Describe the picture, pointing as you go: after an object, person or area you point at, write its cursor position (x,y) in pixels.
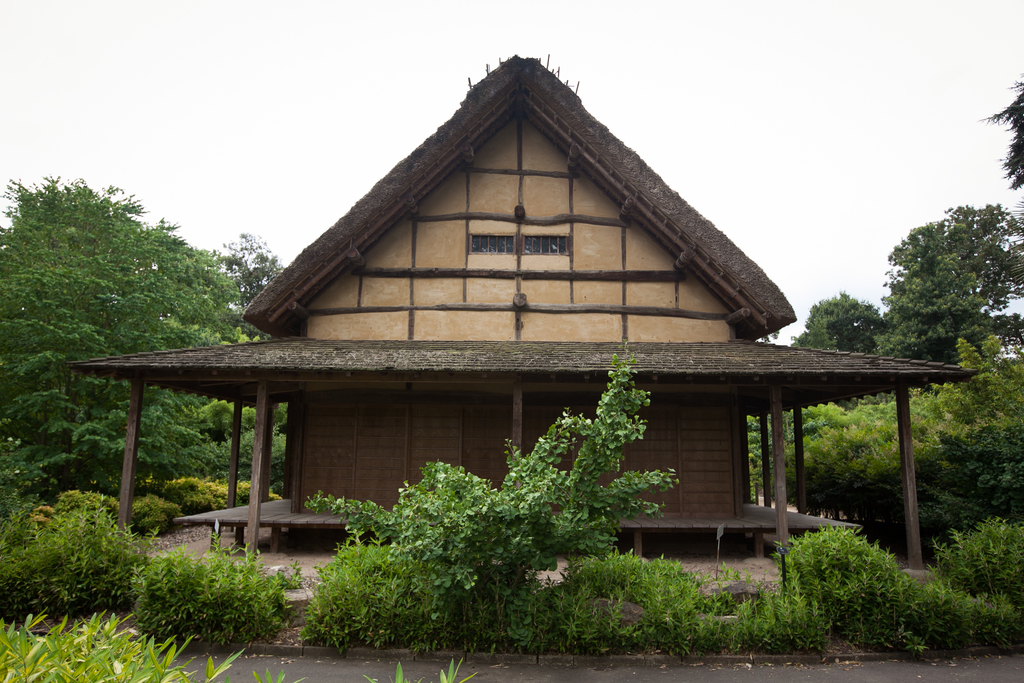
In this image we can see a path (665,668) and plants (499,598) at the bottom (663,563). In the background (710,426) we can see a house (634,335), trees (946,454) and the sky (473,85).
